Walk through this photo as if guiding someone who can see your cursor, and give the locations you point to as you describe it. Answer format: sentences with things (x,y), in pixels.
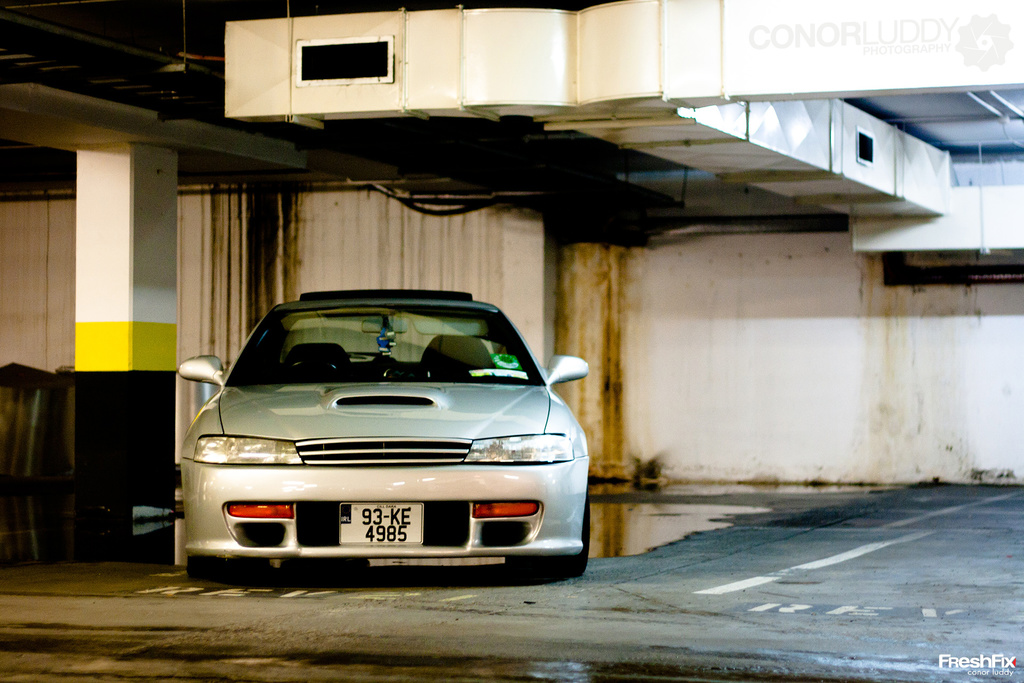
In the image we can see the vehicle (575,457) and these are the headlights (295,450) and number plate (382,510) of the vehicle (410,500). Here we can see the floor (866,535), pillar (96,299) and it looks like a building (222,132). On the bottom right (1001,660) and top right, we can see the watermark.
